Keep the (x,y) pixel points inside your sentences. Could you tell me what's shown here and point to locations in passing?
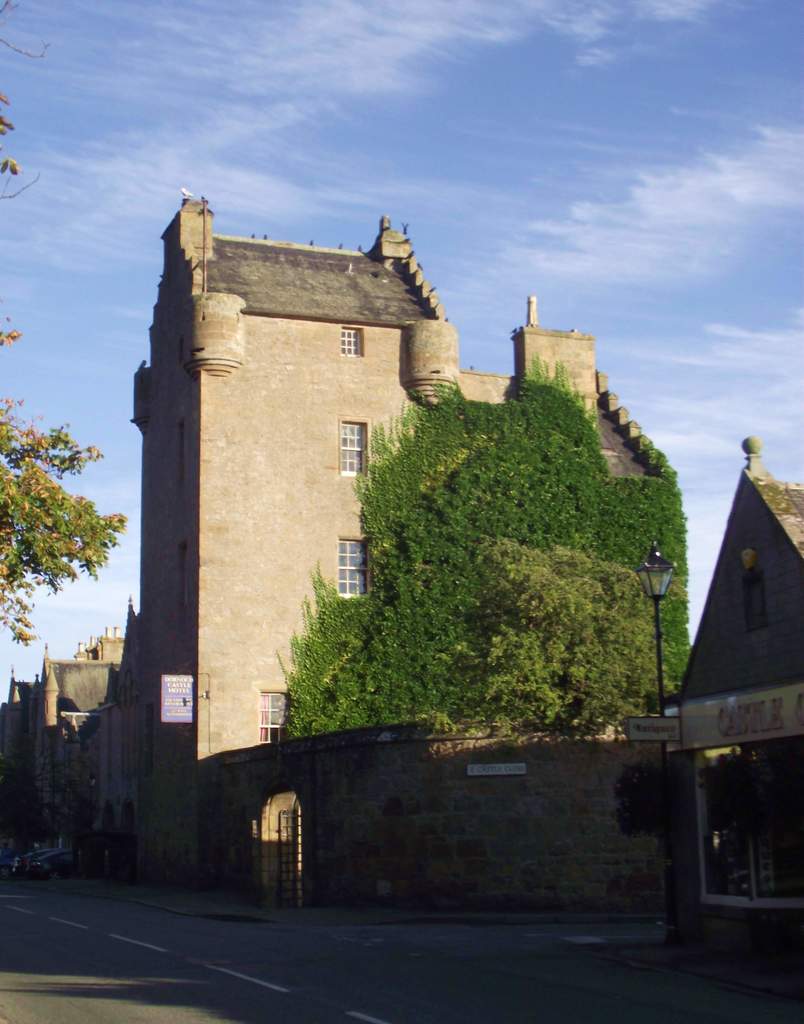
In this image, we can see house (794,905), buildings (279,701), walls (376,739), windows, trees (566,703), boards (691,735), poles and vehicles (52,858). At the bottom (386,1016), there is a road (354,975). Background (780,325) we can see the sky (519,327).
